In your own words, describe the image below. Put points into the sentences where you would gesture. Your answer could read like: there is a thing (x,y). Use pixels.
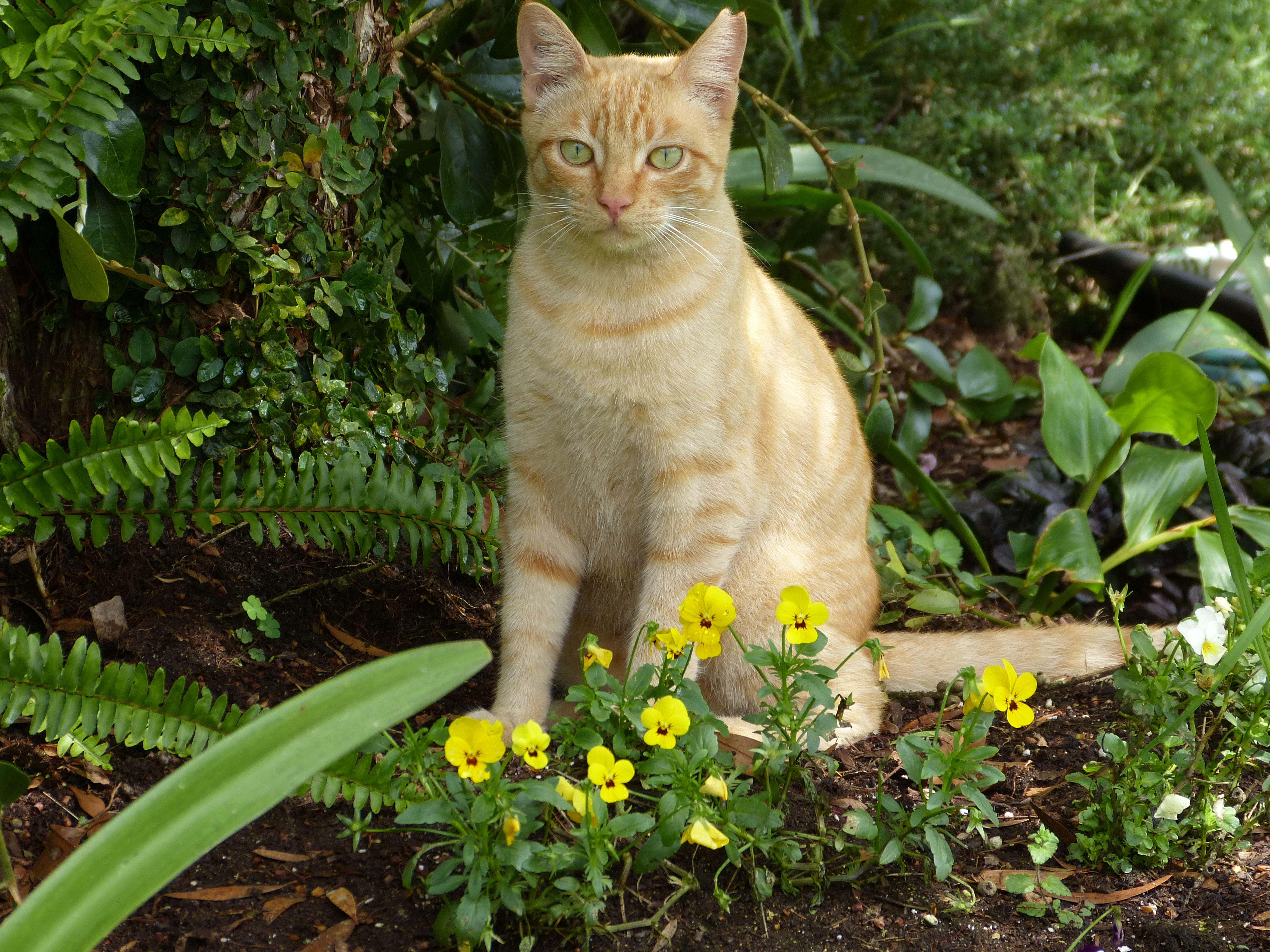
This picture seems to be clicked outside. In the center (559,378) we can see a cat (687,466) sitting on the ground (864,754) and we can see the yellow color flowers (715,636) and the plants (432,349) and many other objects (341,924) on the ground (1149,924).
